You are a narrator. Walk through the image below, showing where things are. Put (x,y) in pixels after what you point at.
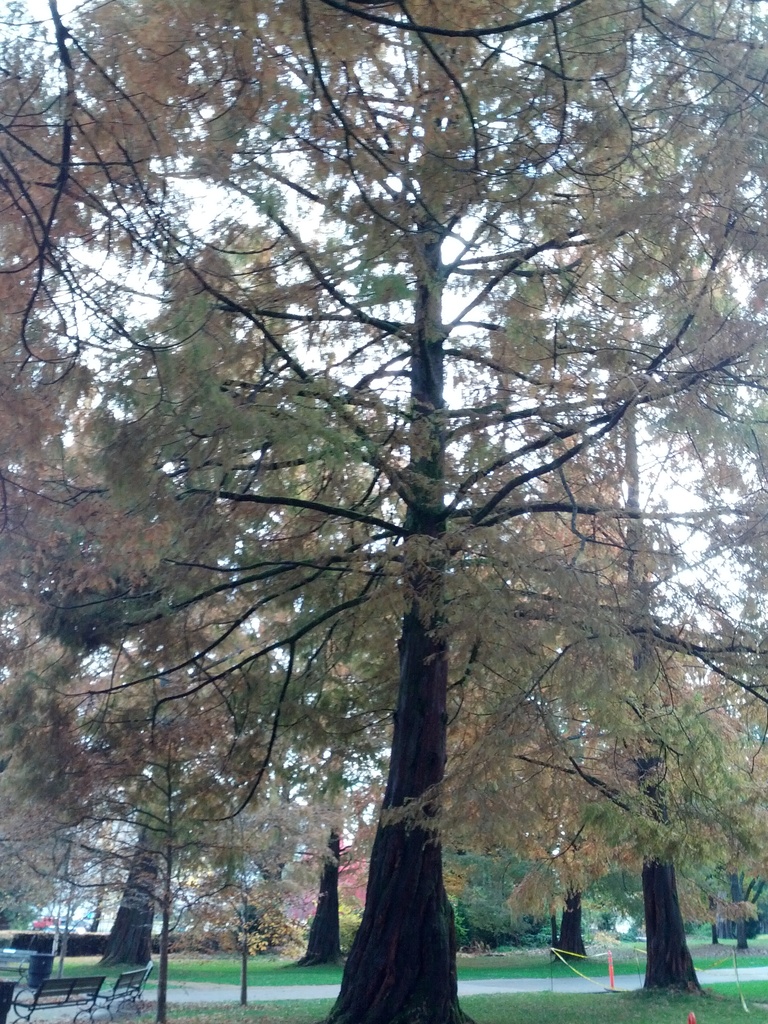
In the image we can see the trees (385,610) and benches (100,978). We can even see grass (555,1003), path (548,983) and the white sky (245,220).
